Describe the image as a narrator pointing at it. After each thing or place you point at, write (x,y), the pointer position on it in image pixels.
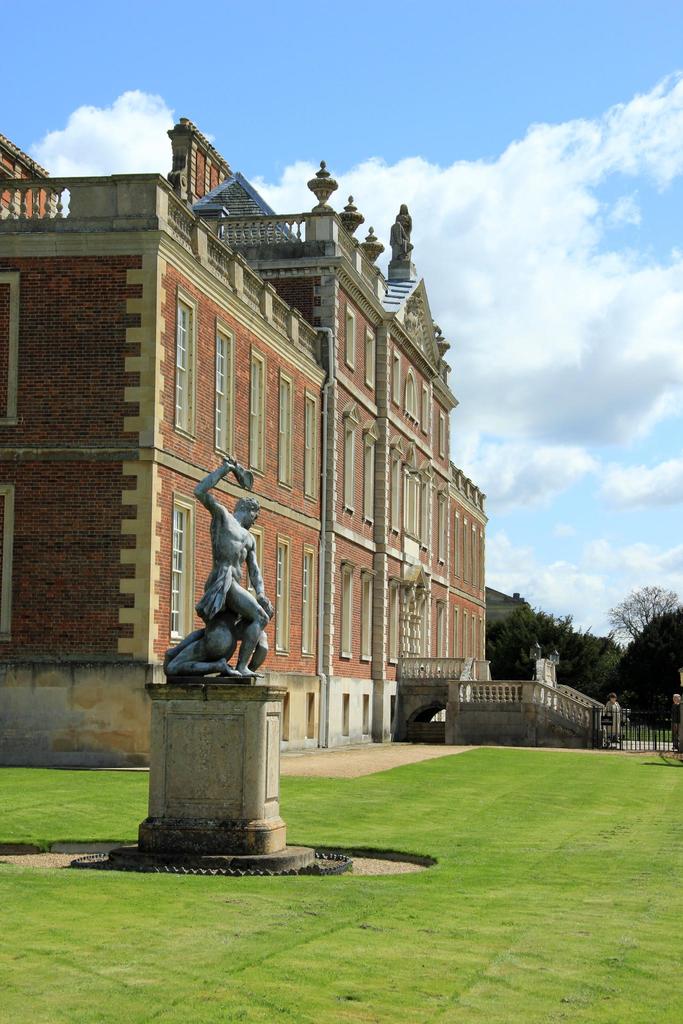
In this image I can see the statue (221,612) which is in grey color. To the side of the statue (212,608) I can see the building (181,350) which is in brown color and many windows (186,427) to it. To the right (618,735) I can see the railing (503,693). In the back (592,656) there are trees (516,615), clouds (557,598) and the blue sky (343,84).
